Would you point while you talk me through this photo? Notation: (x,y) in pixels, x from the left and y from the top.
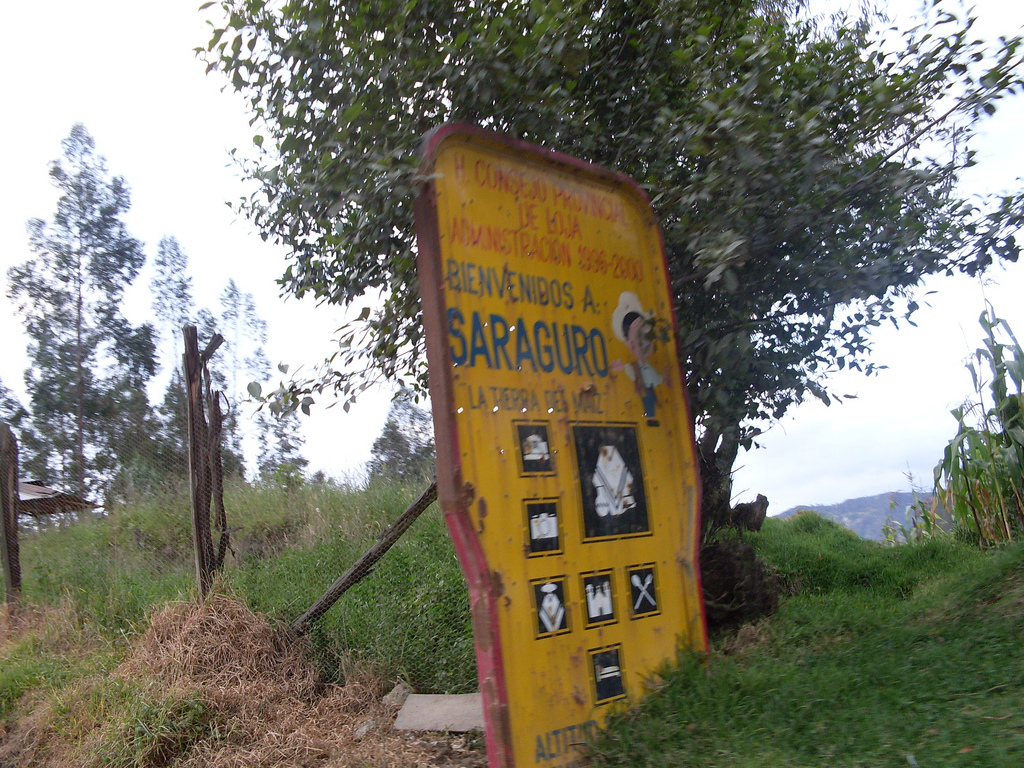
This image is taken outdoors. At the bottom of the image (207,695) there is a ground (241,707) with grass (679,738) on it. In the middle of the image (578,372) there is a board (544,398) with a text (560,289) and a few images (618,661) on it and there is a net (386,637). In the background (1004,504) there are many trees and plants (131,507). At the top of the image (106,83) there is a sky (128,115).
